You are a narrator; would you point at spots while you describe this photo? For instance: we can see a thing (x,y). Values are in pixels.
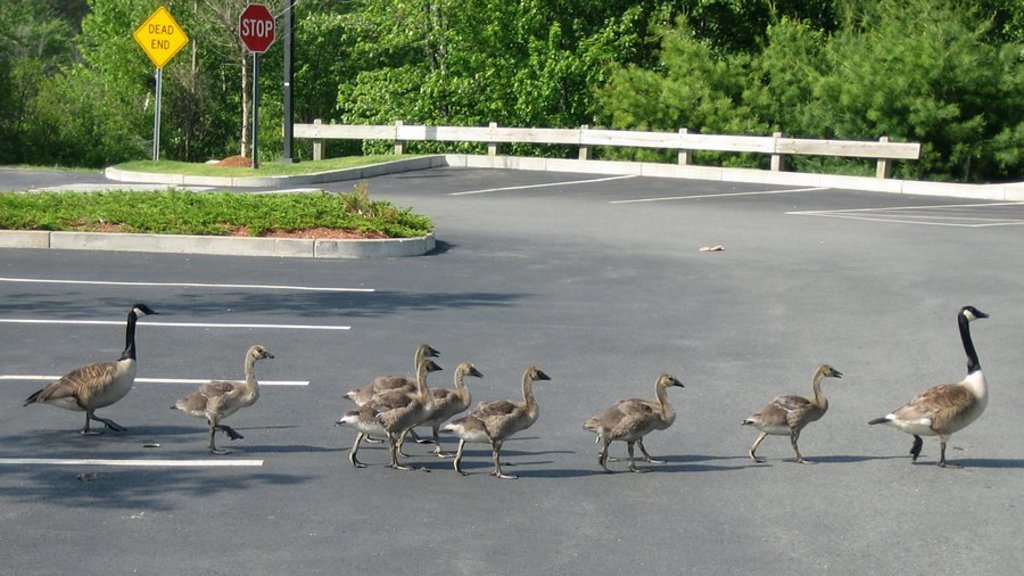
In this image, I can see group of geese (509,419) walking on the road (836,452). This is the grass (145,216). I can see two sign boards (264,26) attached to the poles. These are the trees (526,87) with branches (178,90) and leaves (105,78).
